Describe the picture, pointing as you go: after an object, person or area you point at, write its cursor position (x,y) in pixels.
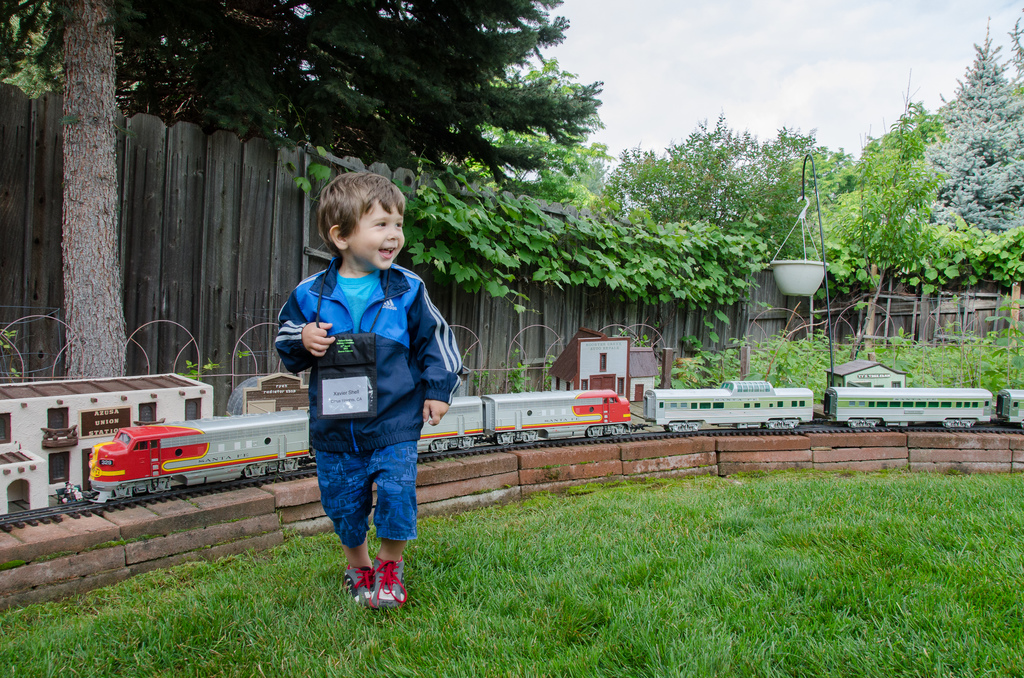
In this image we can see a boy (380,347) standing and smiling, there is a toy train (299,428) on the track (115,508), also we can see some plants (815,367), toy houses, trees (653,203), grass (724,520), pot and the wall (488,345), in the background (710,78) we can see the sky (710,55) with clouds (710,55).
